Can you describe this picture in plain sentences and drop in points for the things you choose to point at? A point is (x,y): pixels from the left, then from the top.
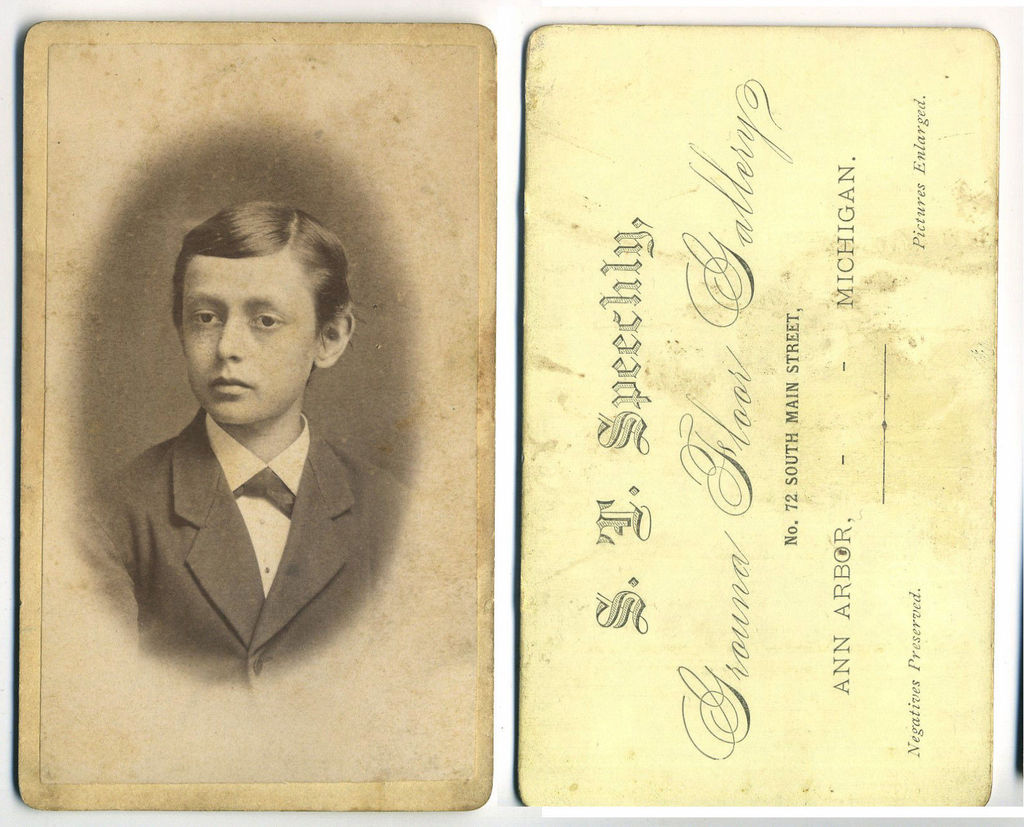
In this image, we can see cards (527,458) contains depiction of a person (271,325) and some text (787,486).
